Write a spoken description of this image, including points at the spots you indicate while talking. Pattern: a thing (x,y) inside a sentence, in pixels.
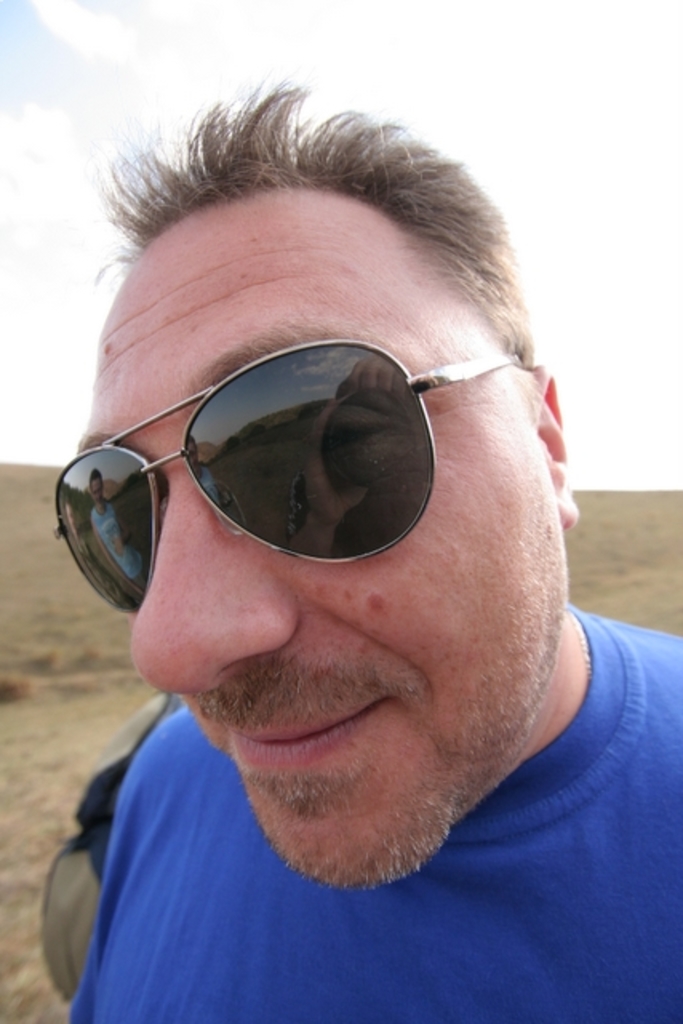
There is a man (332,619) in the center of the image (304,517) he is wearing glasses (384,493), it seems to be there is a bag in the background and there is muddy texture (89,753) and sky (52,15) in the background area (37,559).
